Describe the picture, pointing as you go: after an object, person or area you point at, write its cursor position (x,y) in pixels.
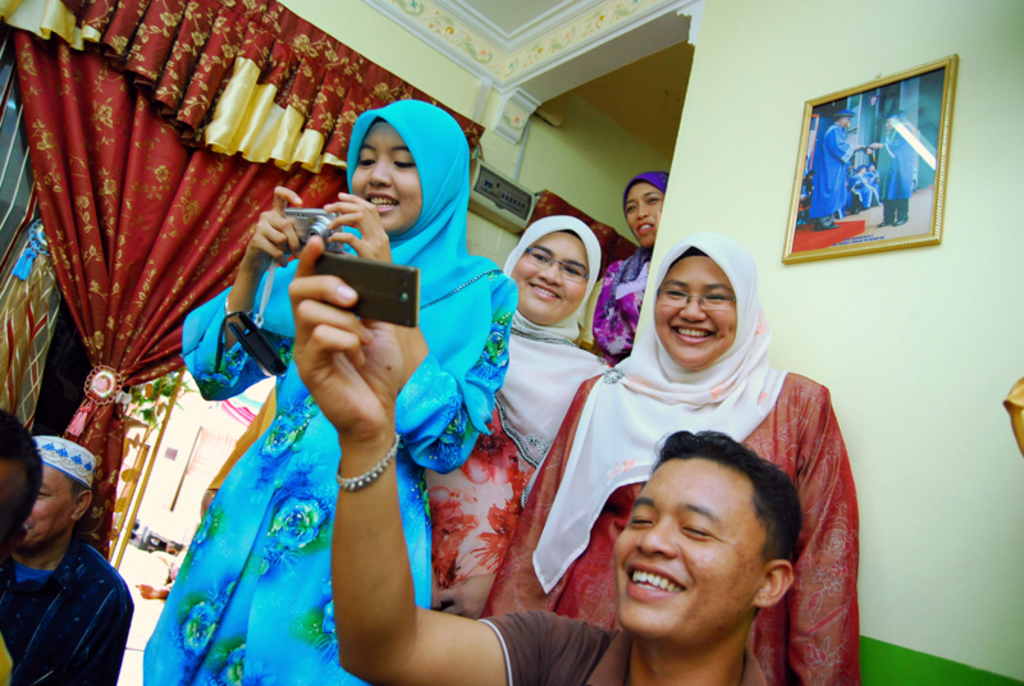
In this image we can see a group of people (400,492) standing. One person (646,577) is holding a mobile (361,316) in his hand (347,362). One woman (300,456) wearing blue dress (432,226) is holding a camera (332,233) in her hand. One woman (810,524) is wearing spectacles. In the background (171,279), we can see curtains (152,259), a plant (144,402) and a photo frame (888,242) on the wall (910,413).
